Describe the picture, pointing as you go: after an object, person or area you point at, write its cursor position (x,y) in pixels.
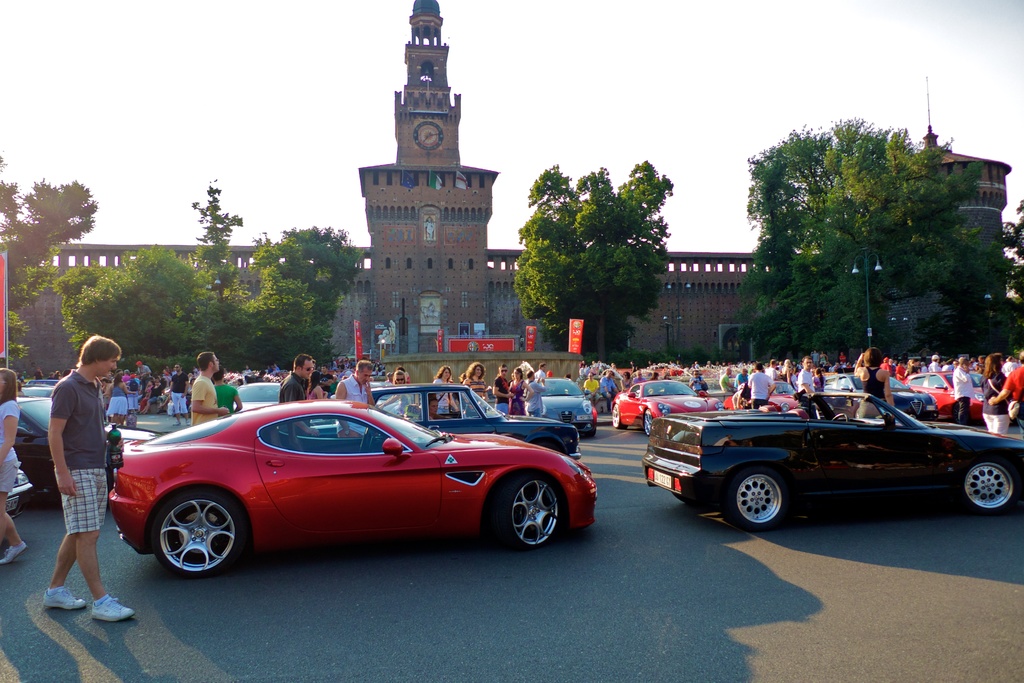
At the bottom of the image (468,467) we can see cars (516,452) on the road (464,545) and there are people (969,377). In the background (858,332) there is a building (416,243), trees (224,245) and sky (701,143).
